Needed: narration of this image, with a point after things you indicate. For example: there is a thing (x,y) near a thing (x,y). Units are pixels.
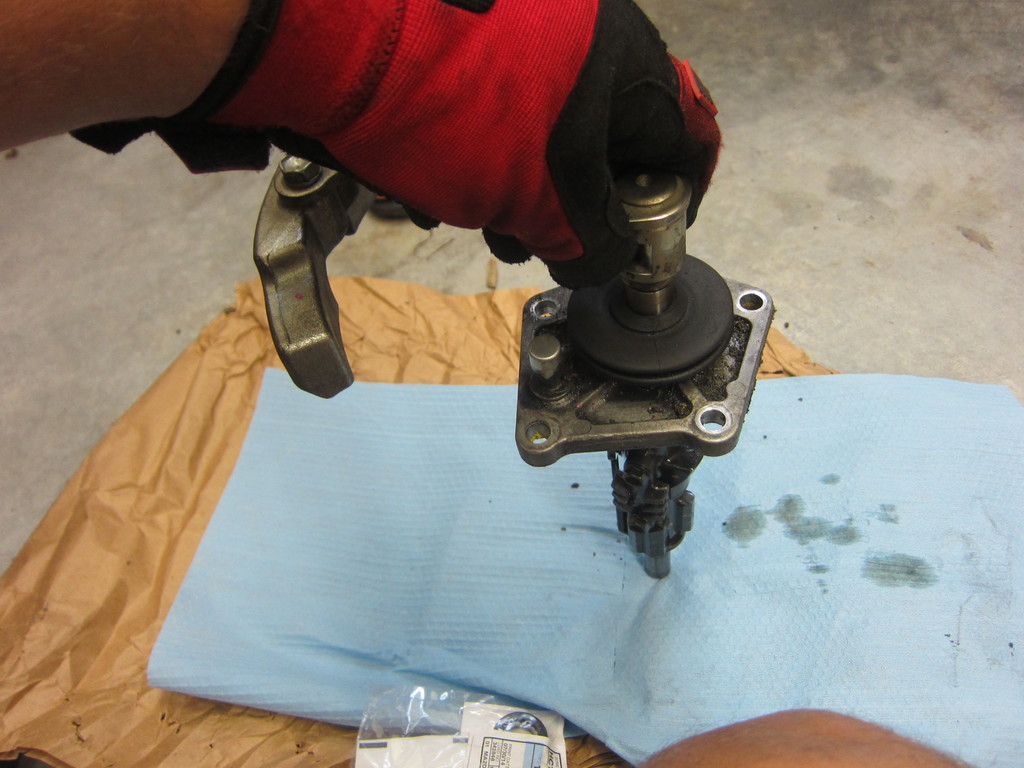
In this image a person's hand (406,181) is visible. He is holding a machine (628,380) which is kept on the covers (764,630). The covers (730,625) are on the land (831,198).
